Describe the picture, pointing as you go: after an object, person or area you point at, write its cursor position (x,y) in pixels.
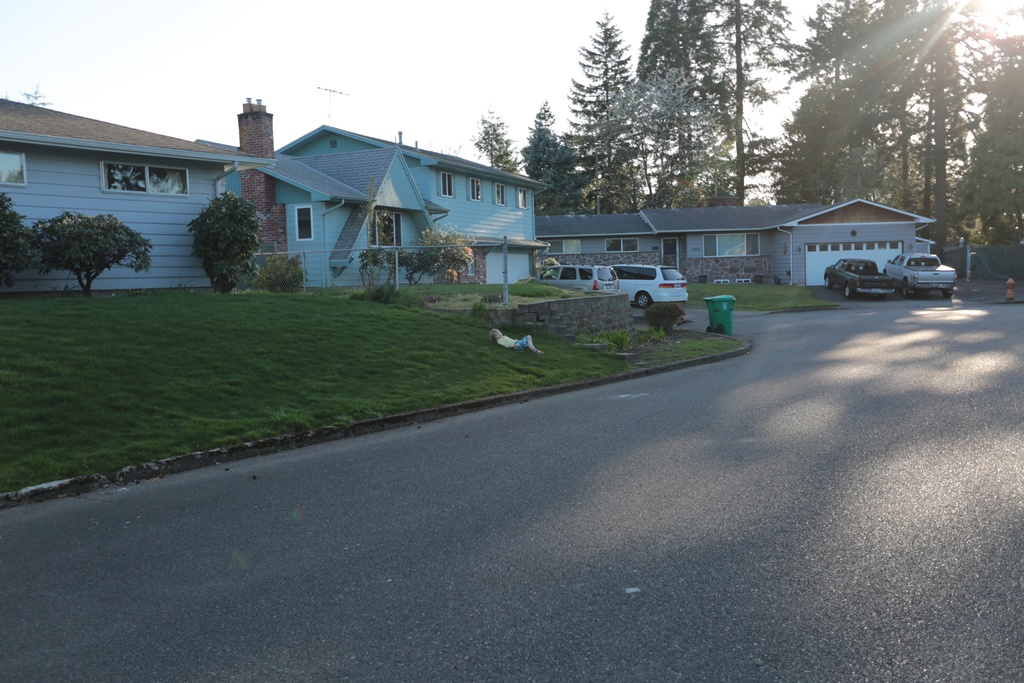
In this image we can see houses (467,221). In front of the houses (779,234) grassy land (321,321), plants (384,280), cars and road (784,522) is present. Background of the image (845,59) trees (833,112) are there.
